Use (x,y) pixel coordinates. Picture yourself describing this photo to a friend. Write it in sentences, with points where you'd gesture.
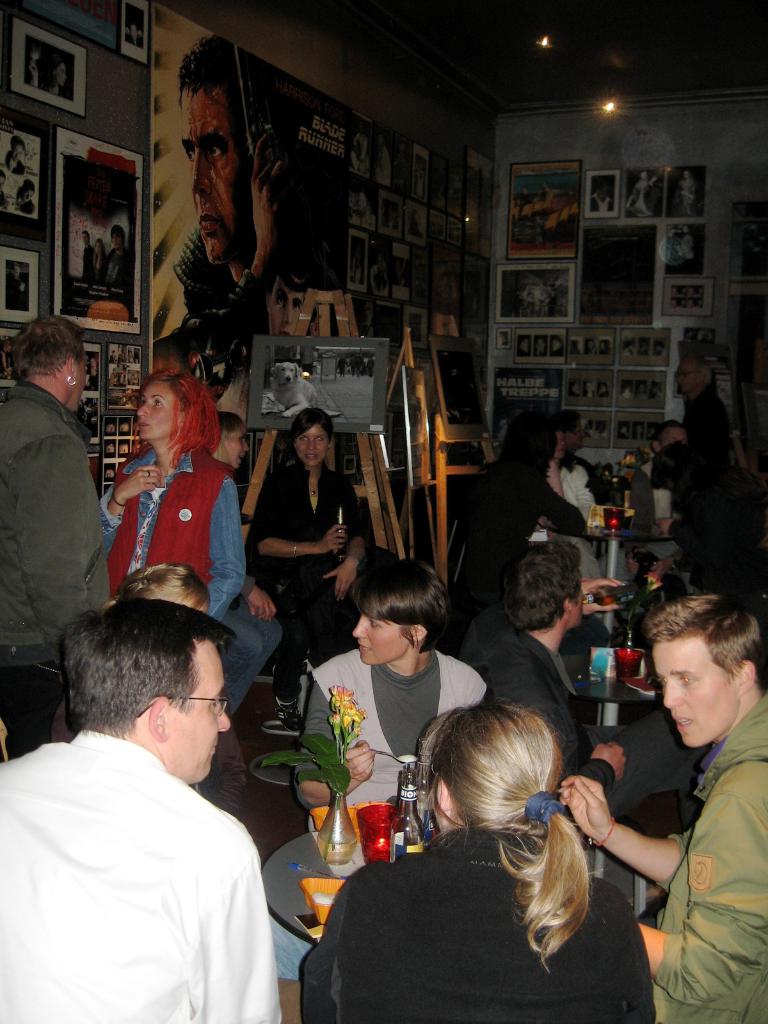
In this image I can see people (402,979) where few are standing and few are sitting. I can also see a table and on this table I can see few bottles (431,794), a glass (367,822) and a flower (327,763). In the background (509,234) I can see number of frames (532,230), posters (204,214) on these walls (364,94). I can also see a painting (333,385) over here.
